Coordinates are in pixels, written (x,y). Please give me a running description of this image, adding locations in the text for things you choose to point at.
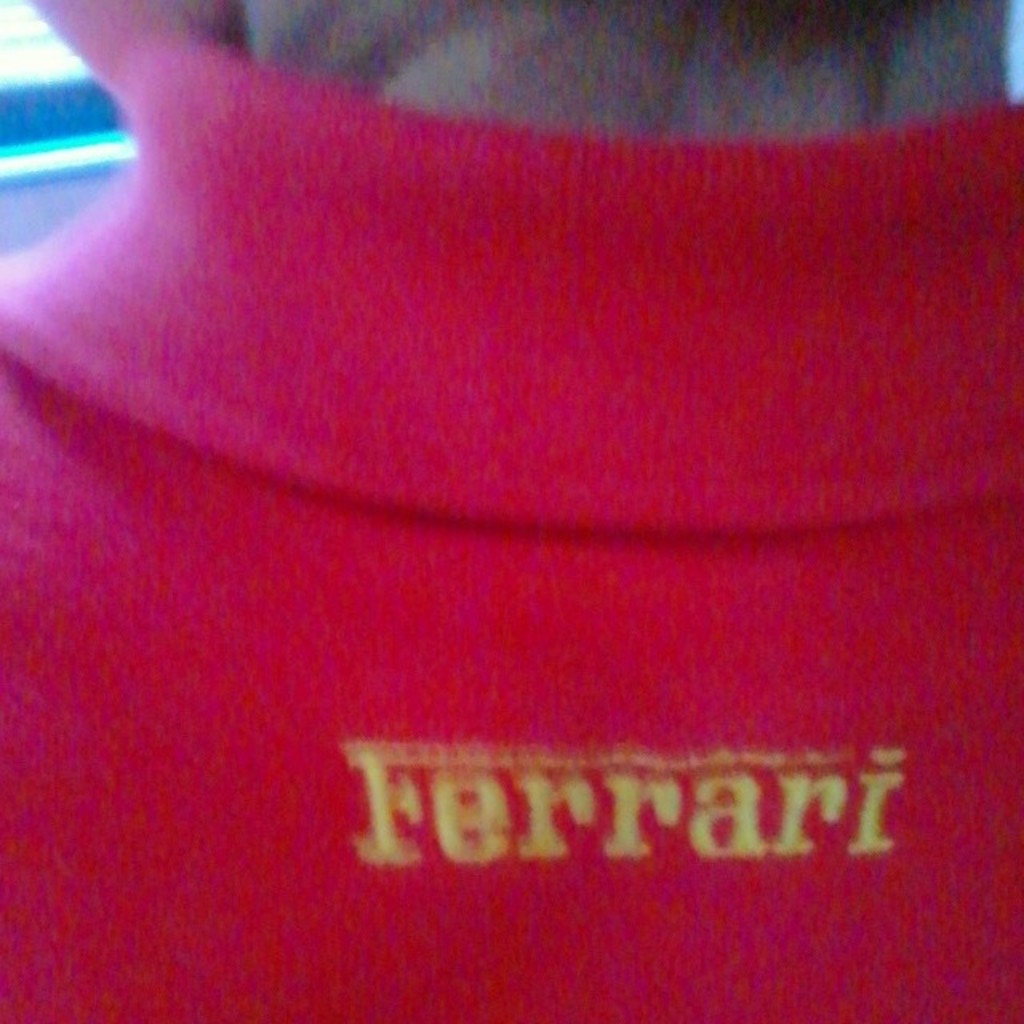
In the picture i can see a person (411,398) wearing red color T-shirt (376,420).
